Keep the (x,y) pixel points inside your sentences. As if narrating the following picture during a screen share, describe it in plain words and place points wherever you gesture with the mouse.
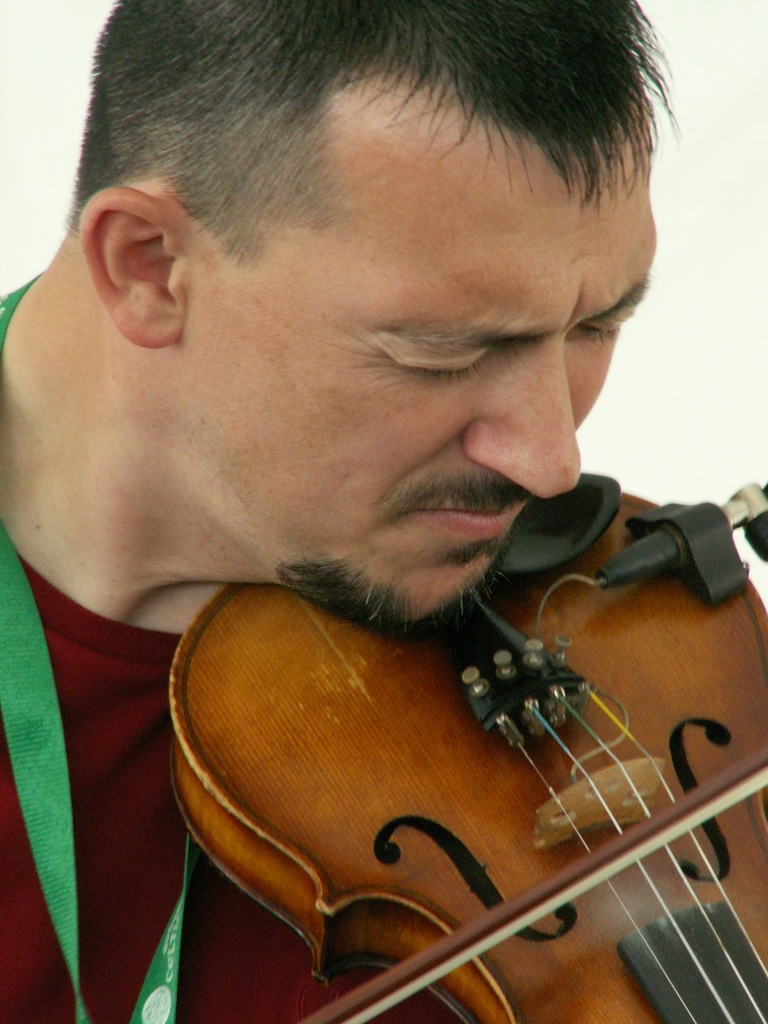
A man (114,721) with red t-shirt (112,811) is playing a violin (573,831). He is having a beard (387,607).
